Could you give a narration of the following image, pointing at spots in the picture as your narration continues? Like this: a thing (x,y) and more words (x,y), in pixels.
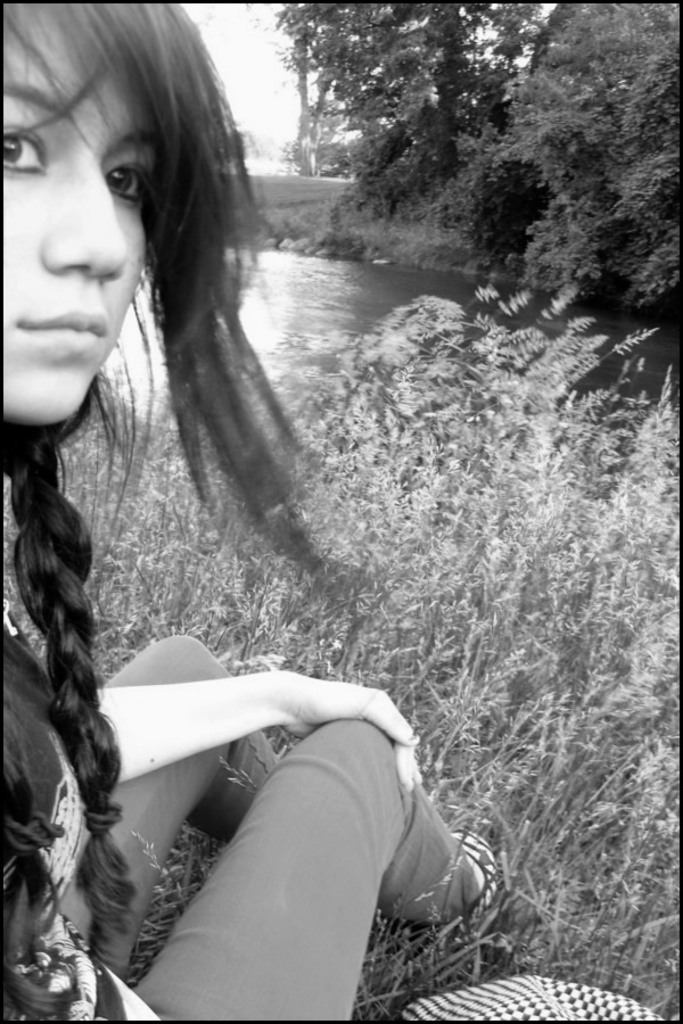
In this image I can see a woman (251,755) is sitting. In the background (416,418) I can see the grass (468,444), the water (370,330), trees (405,159) and the sky (312,129). This picture is black and white in color.
